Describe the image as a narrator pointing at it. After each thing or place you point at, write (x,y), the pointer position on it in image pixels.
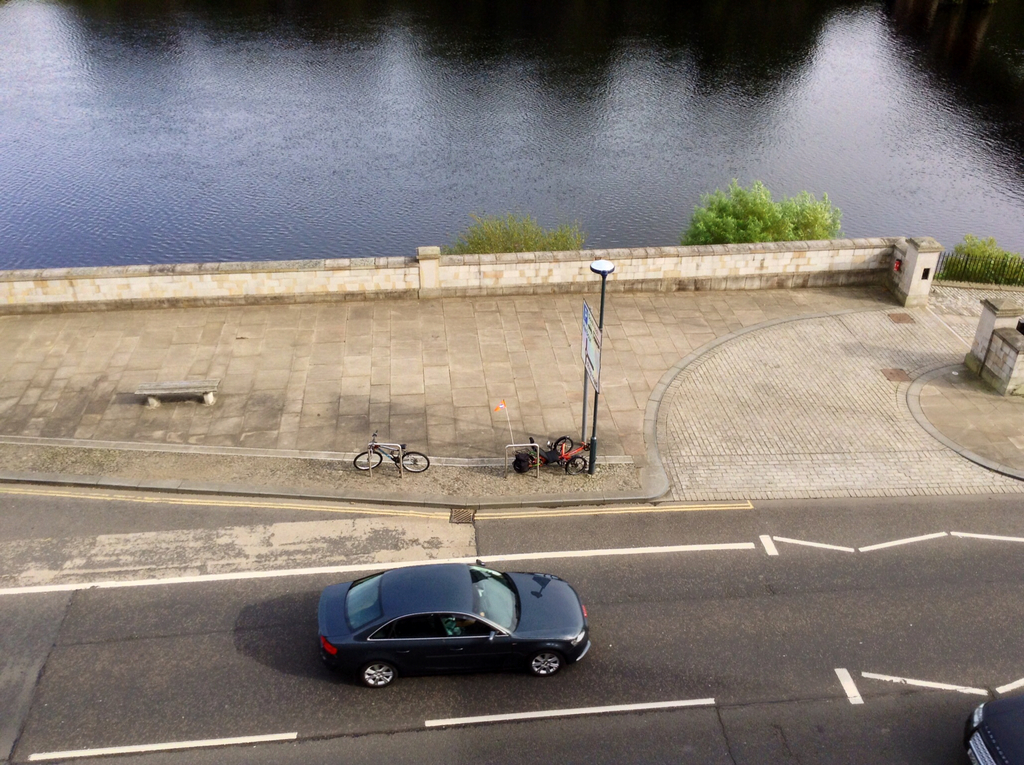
There is a vehicle (446,634) on the road (642,649) and on the footpath (35,368) there is a vehicle (549,444) and bicycle (398,467) at the pole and we can also see a bench (189,386), hoarding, fence (942,273), trees (808,223) and water (652,192).
